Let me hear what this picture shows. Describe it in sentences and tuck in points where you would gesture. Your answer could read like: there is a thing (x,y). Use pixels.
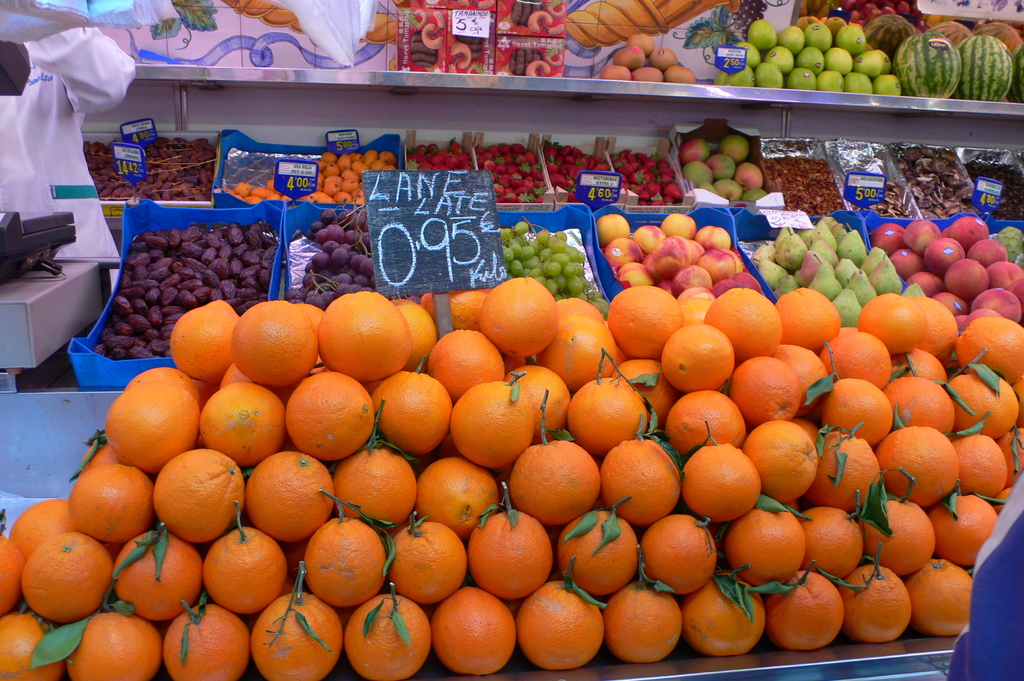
The picture is taken in a fruit market (679,396). In the foreground of the picture (508,404) there are oranges (294,404). In the center of the picture (675,259) there are apples (705,253), grapes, dates (228,258) and other fruits (542,187). At the top (985,50) there are watermelon (940,62), apple (747,59) and other fruits (630,47). On the left (57,166) there is a person (64,139) with weighing machine (34,240) in front of him.
